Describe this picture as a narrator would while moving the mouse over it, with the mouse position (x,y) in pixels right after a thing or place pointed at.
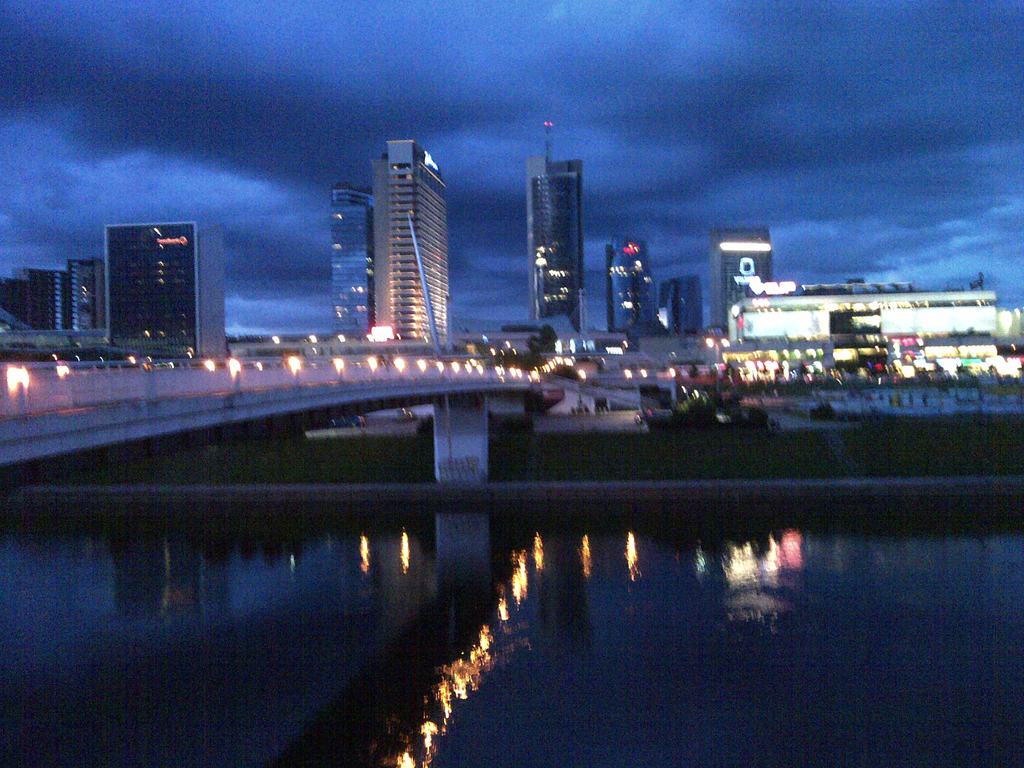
In the picture we can see water (326,653) on it, we can see a bridge (2,385) with railing (318,360) and lights (548,365) to it and in the background (405,323), we can see some buildings (404,336) with lights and tower buildings (353,303) and behind it we can see a sky (564,143) with clouds (680,249).
